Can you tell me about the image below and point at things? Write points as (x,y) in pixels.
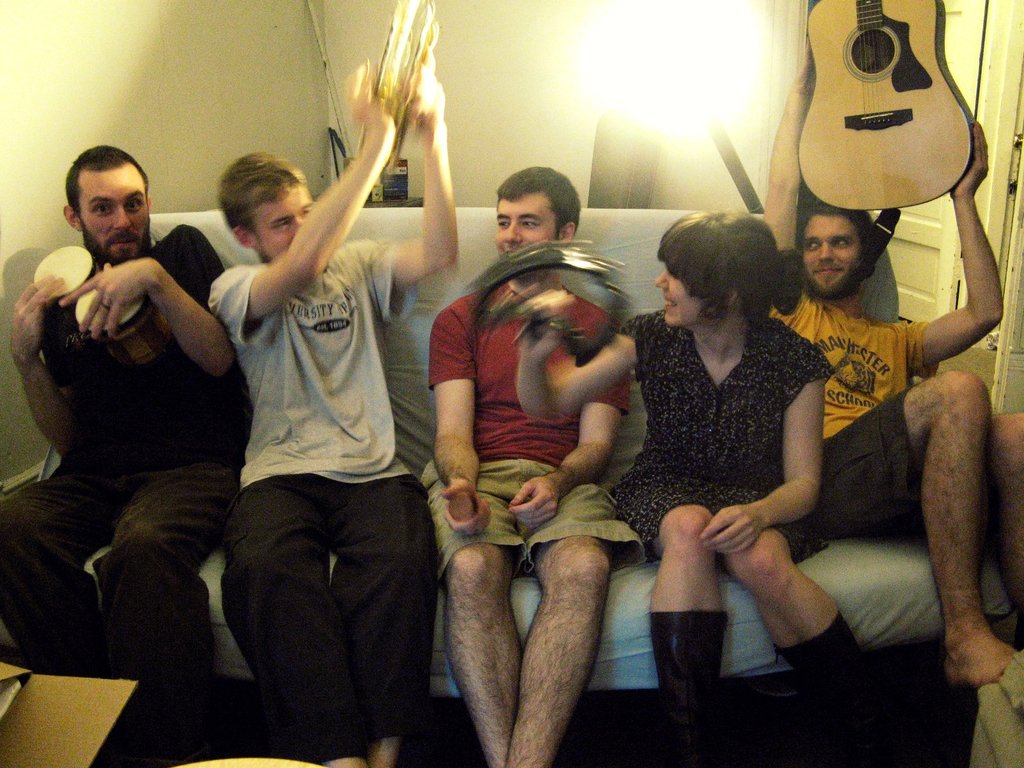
In this image i can see a group of people (566,390) who are sitting on a couch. The person (944,401) on the right side (868,82) is holding a guitar (898,189) in his hands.
